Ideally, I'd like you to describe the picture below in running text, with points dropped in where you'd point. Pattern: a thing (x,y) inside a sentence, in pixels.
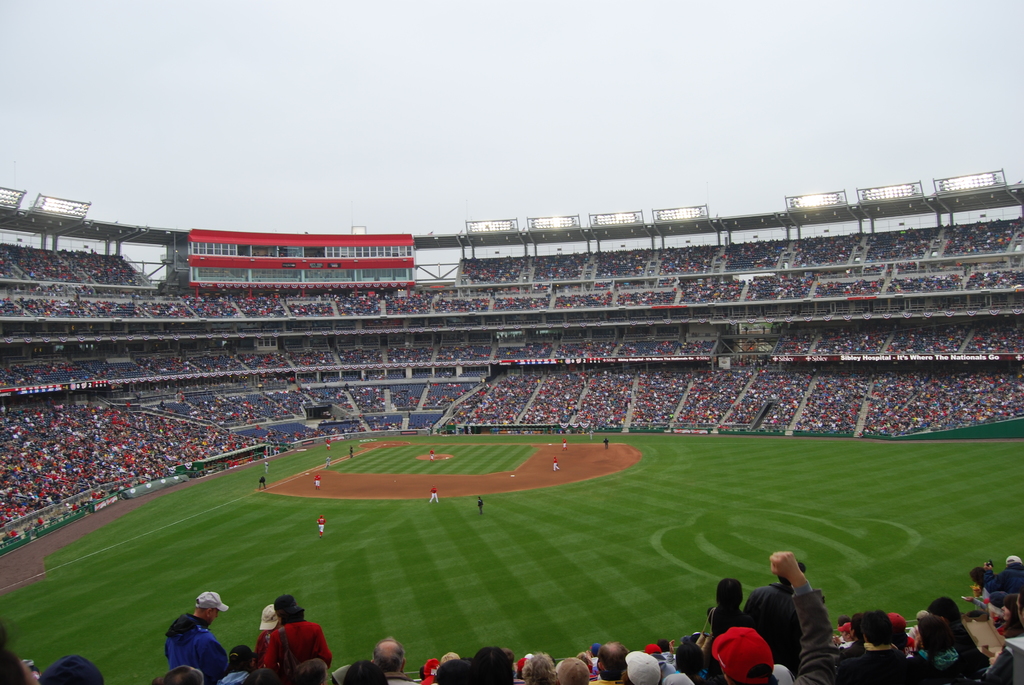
In this image we can see many people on the ground (495,509). And there is a stadium (167,370). And we can see many people (776,595) sitting. Some are wearing caps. And there are lights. In the background (417,134) there is sky (621,110).
